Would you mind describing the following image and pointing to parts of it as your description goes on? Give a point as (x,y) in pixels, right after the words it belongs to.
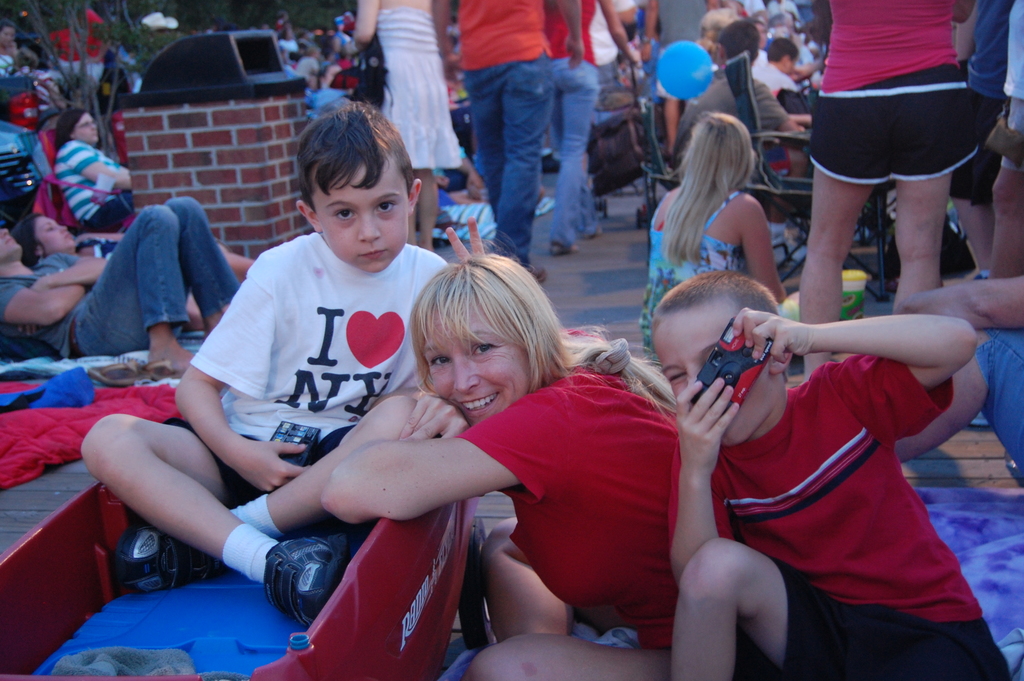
There is a huge crowd (575,122), it looks like some event is going on in the area (354,279) and in between the crowd (445,163) there is a small brick wall (200,125) and some object (208,53) is placed on that.
